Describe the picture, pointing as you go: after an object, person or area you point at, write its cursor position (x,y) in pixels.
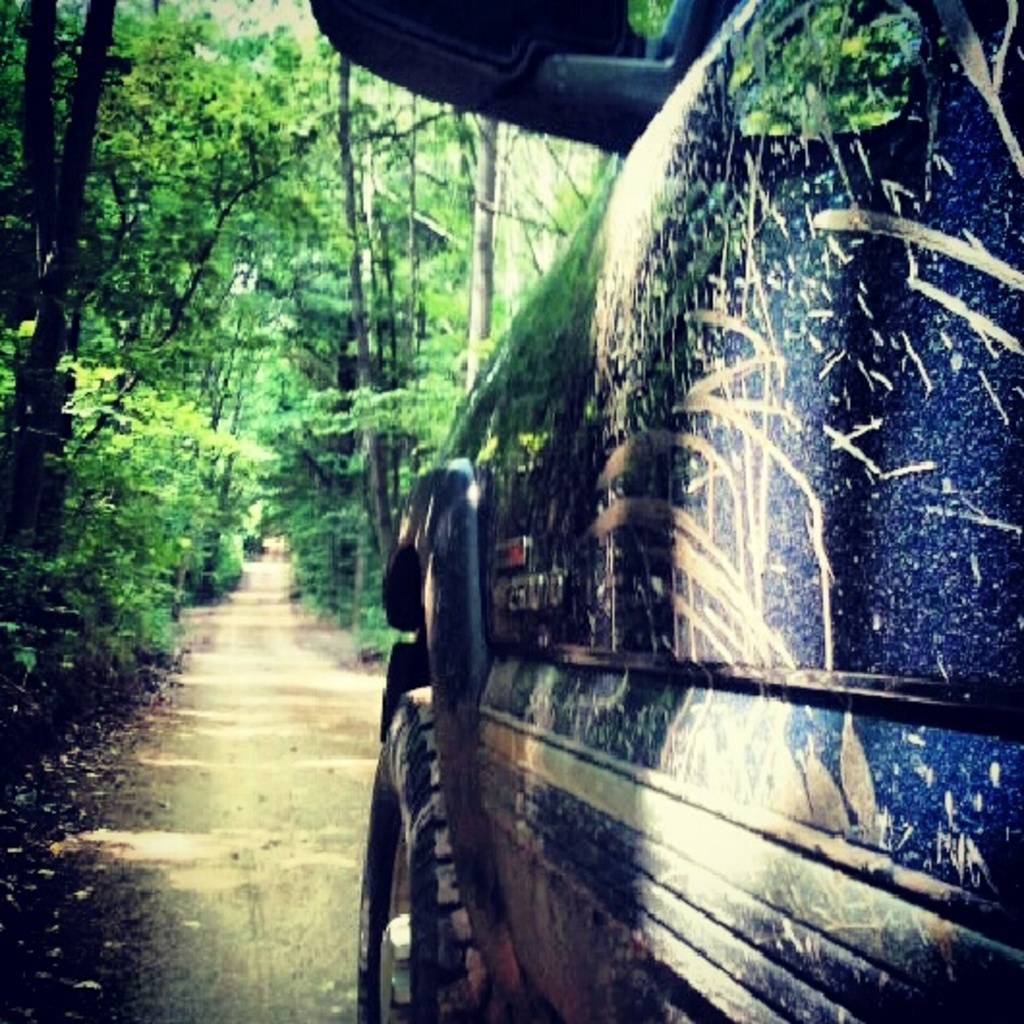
In this image I can see a vehicle (553,455). Background (121,442) I can see trees (196,402) in green color.
